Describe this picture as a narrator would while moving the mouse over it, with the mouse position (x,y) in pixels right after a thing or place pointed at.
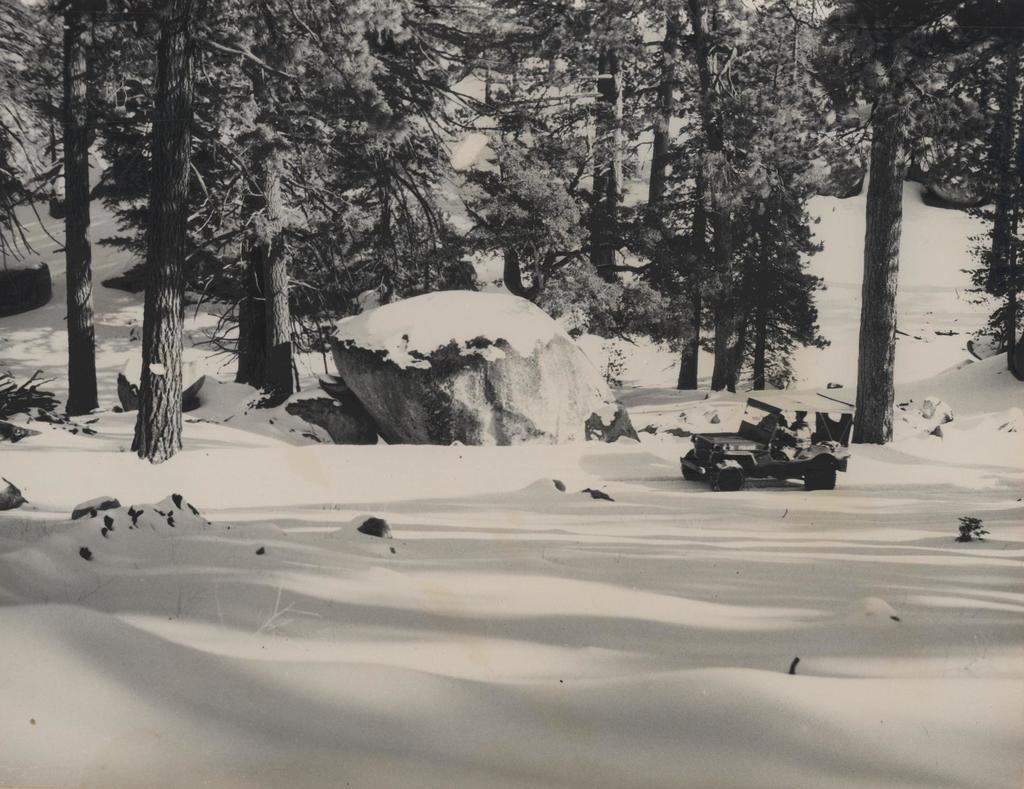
In this picture we can see a person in a jeep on the snowy ground (660,429). In the background (1015,159), we can see many trees (310,311) and rocks (468,311) covered with snow (960,323).
